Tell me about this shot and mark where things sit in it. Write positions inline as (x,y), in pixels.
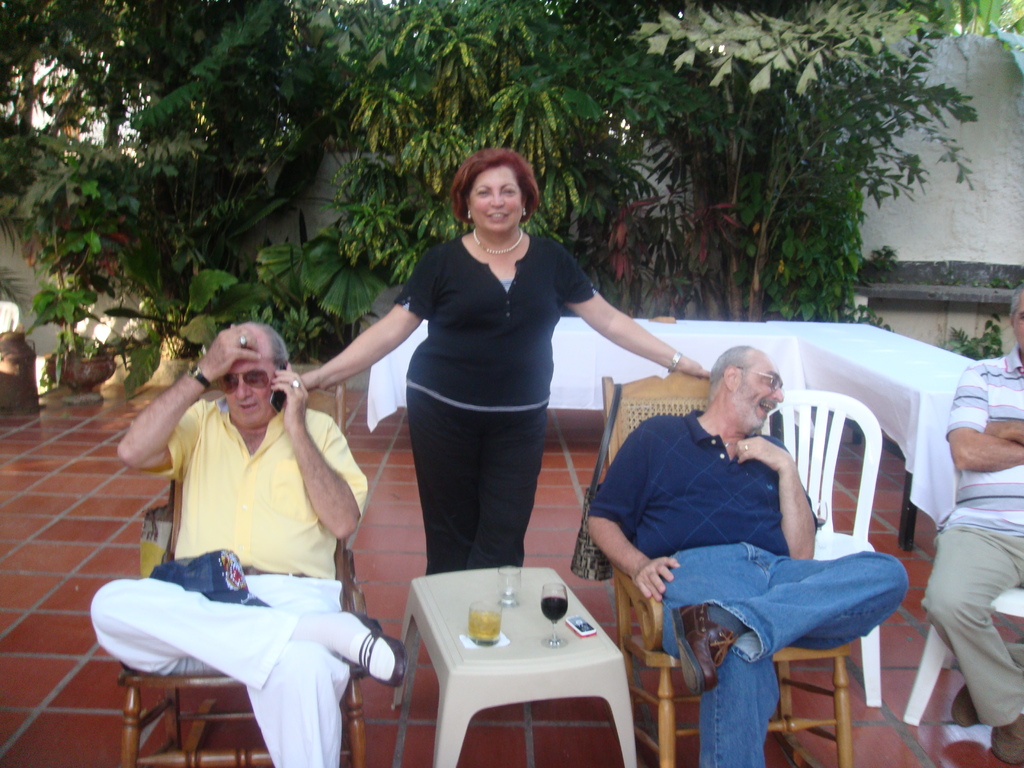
In this image there are four people (645,433) on the left side (263,554) there is one man (263,554) sitting and talking in phone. On the right side (731,559) there is another man (731,522) sitting and smiling. On the right side (980,476) there is one man (988,472) who is sitting and on the middle of the image (493,346) there is one woman (485,355) standing and smiling, and on the background (334,78) there are some plants (308,87) and trees (203,177) and some flower pots (86,362). In the middle of the image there is one table (552,648) and some glasses (555,599) on it and the glasses (508,593) contains some drink (558,606). And one mobile (581,629) is on the table (525,622) on the right side (876,383) there is one table (754,339) and on the top of the right corner (961,200) there is one wall (968,177).
